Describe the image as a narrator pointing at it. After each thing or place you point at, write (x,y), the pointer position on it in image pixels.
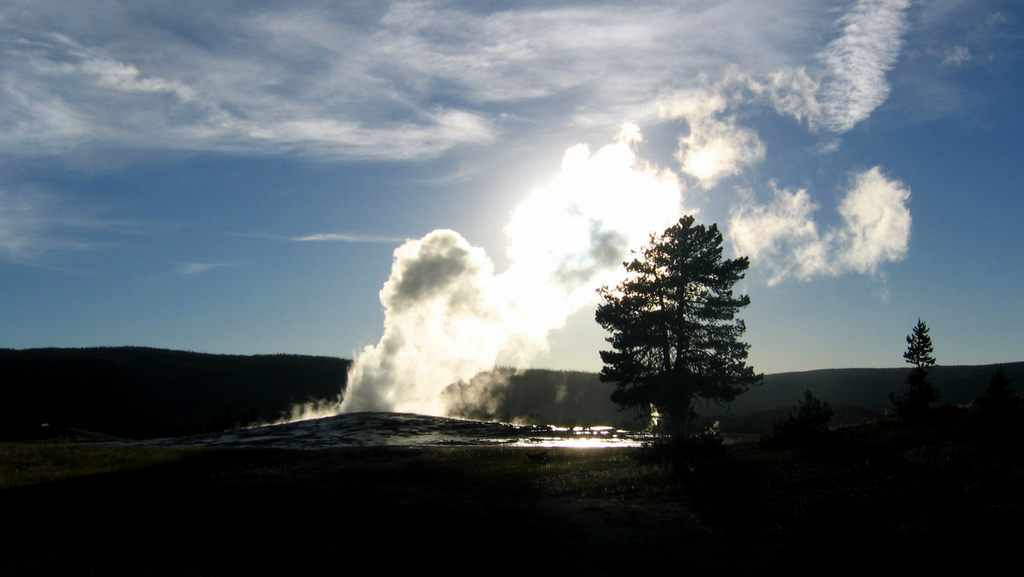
Here there is a small mountain (293,427) from which smoke (400,305) is coming out. Beside there is a tree (701,383) and behind we can see some mountains (86,359).
